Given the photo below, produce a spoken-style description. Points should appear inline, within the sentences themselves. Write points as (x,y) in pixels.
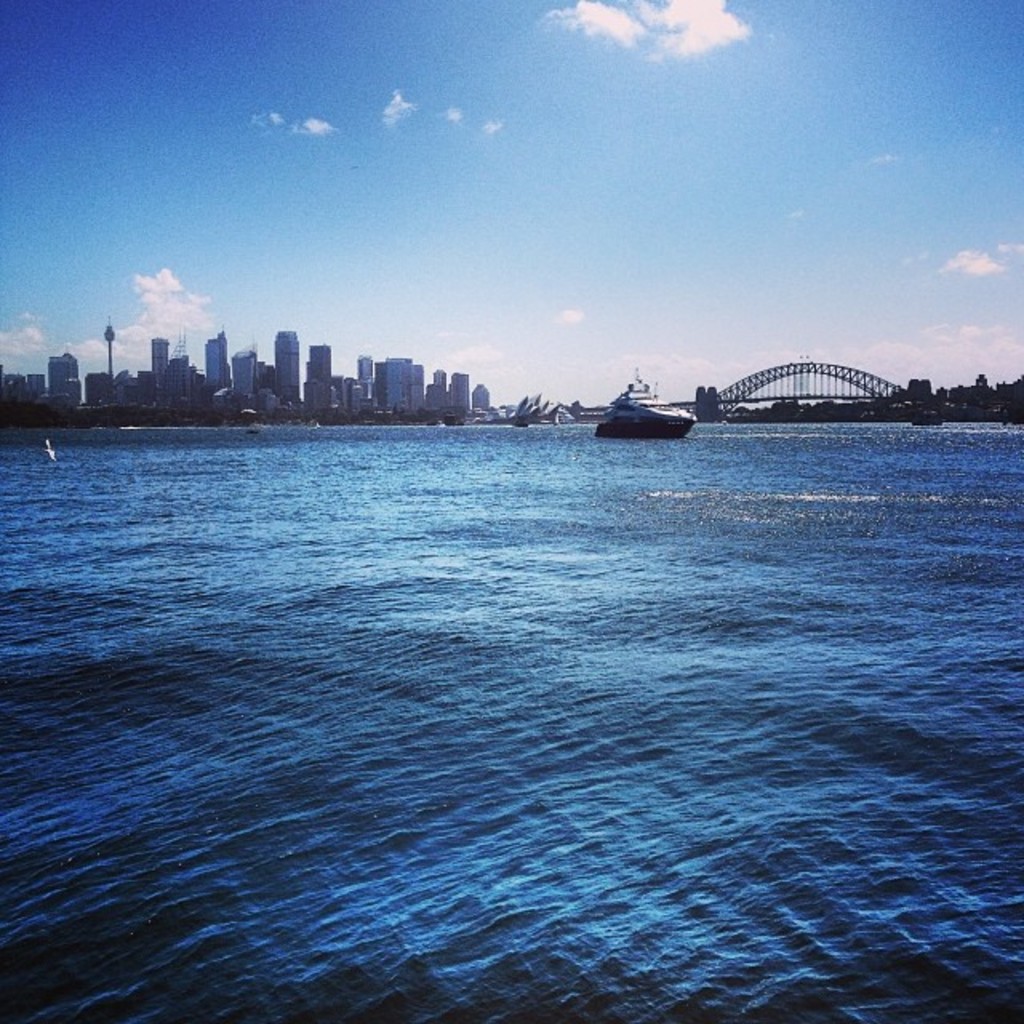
In this image I can see a ship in the water (556,497), beside that there is a bridge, trees (88,417) and a skyline view of buildings (7,392).
